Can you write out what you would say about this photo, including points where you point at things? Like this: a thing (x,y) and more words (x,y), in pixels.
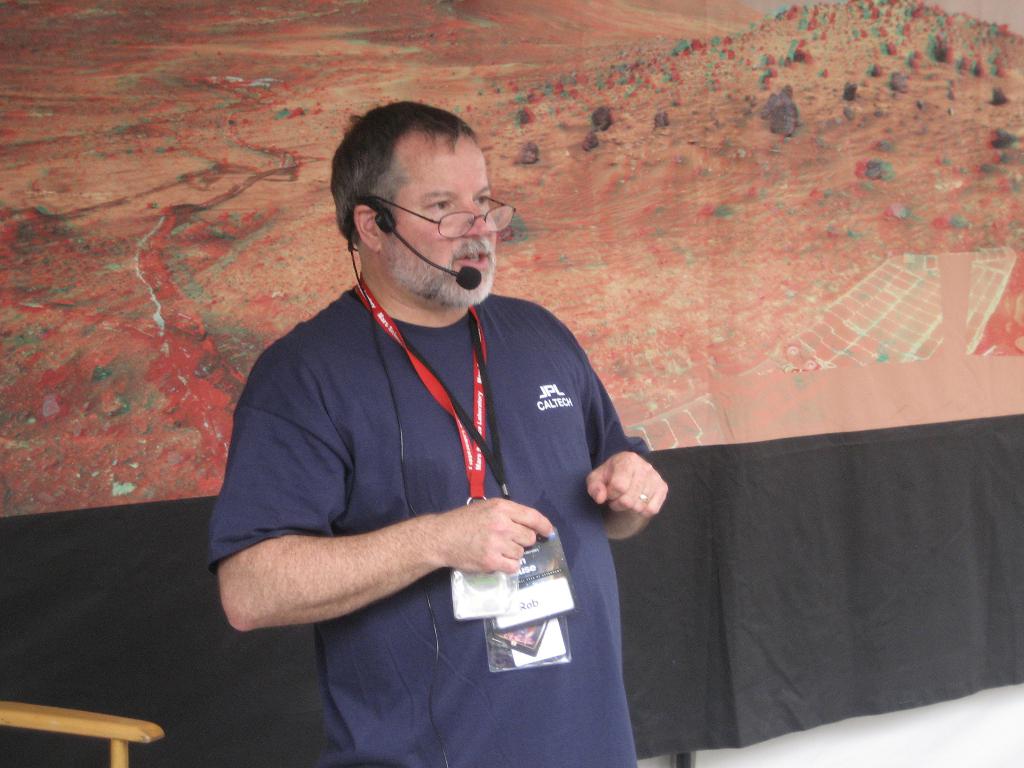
In this picture I can observe a man (313,434). He is wearing blue color T shirt (385,509) and tags (437,390) in his neck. The man (418,420) is wearing spectacles (444,227) and a mic (391,225). In the background (81,22) I can observe a cloth (207,667) which is in black and red color.
